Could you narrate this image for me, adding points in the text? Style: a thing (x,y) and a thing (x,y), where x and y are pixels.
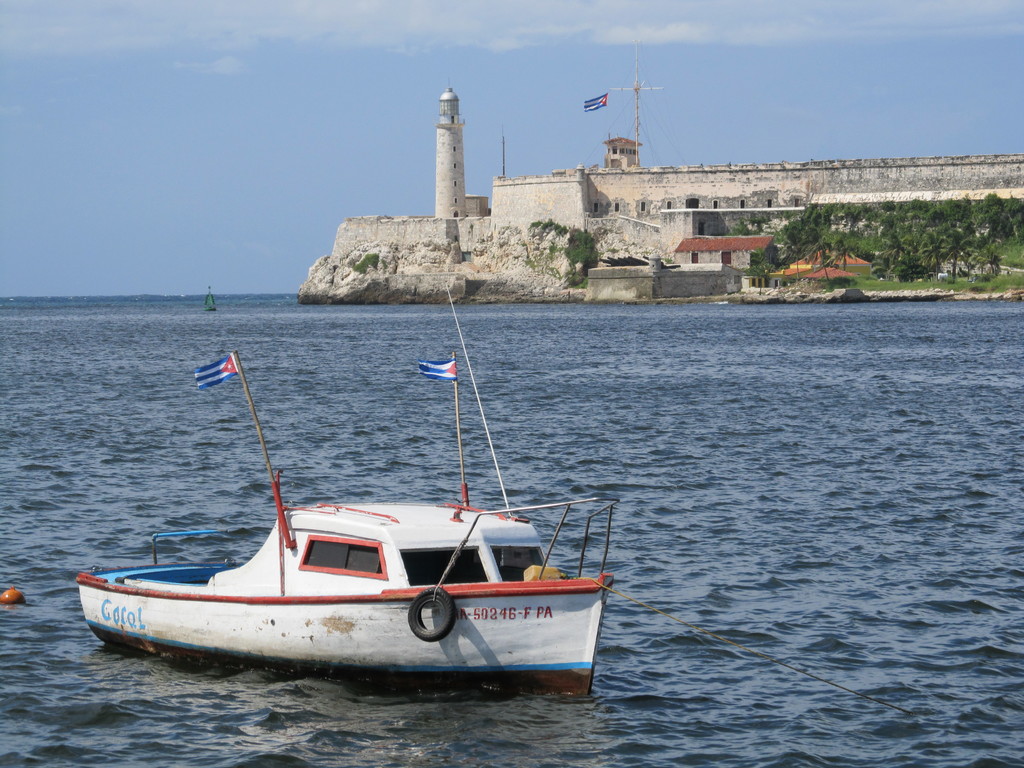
In this image we can see a boat (491,600) on the surface (747,700) of a sea (747,673). We can see a tyre (428,594) and two flags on the boat (397,548). In the background of the image (493,219), we can see trees (949,217) and building (635,184). There is a flag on the building (608,164). At the top of the image (501,65), we can see the sky (501,65).
